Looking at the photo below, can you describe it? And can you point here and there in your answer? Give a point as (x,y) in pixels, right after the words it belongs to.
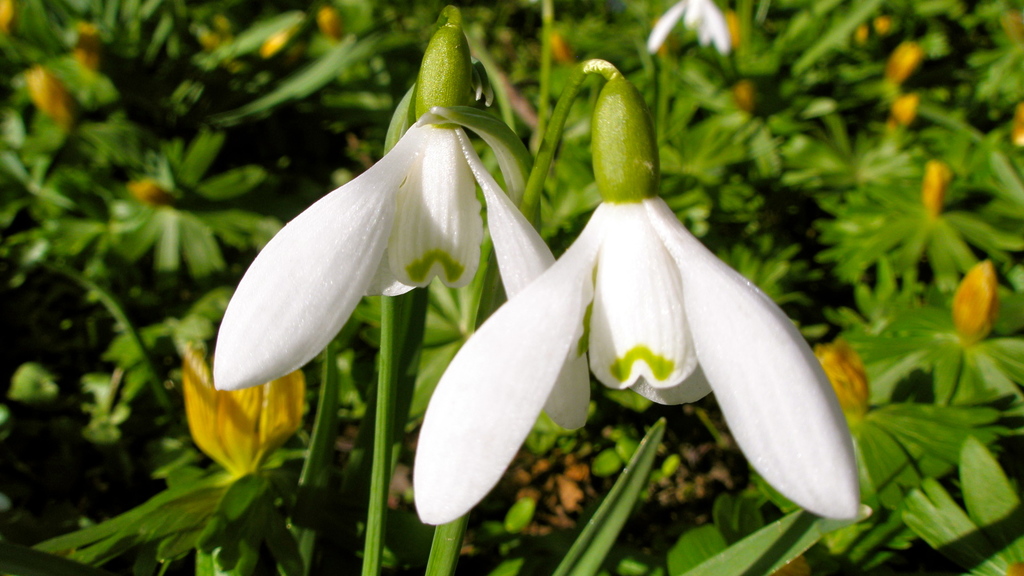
In front of the picture, we see flowers (498,204) in white color. Behind that, we see plants (140,342) which have flowers (216,412) and these flowers (197,418) are in yellow color. This picture is blurred in the background (670,113) and it is green in color.
